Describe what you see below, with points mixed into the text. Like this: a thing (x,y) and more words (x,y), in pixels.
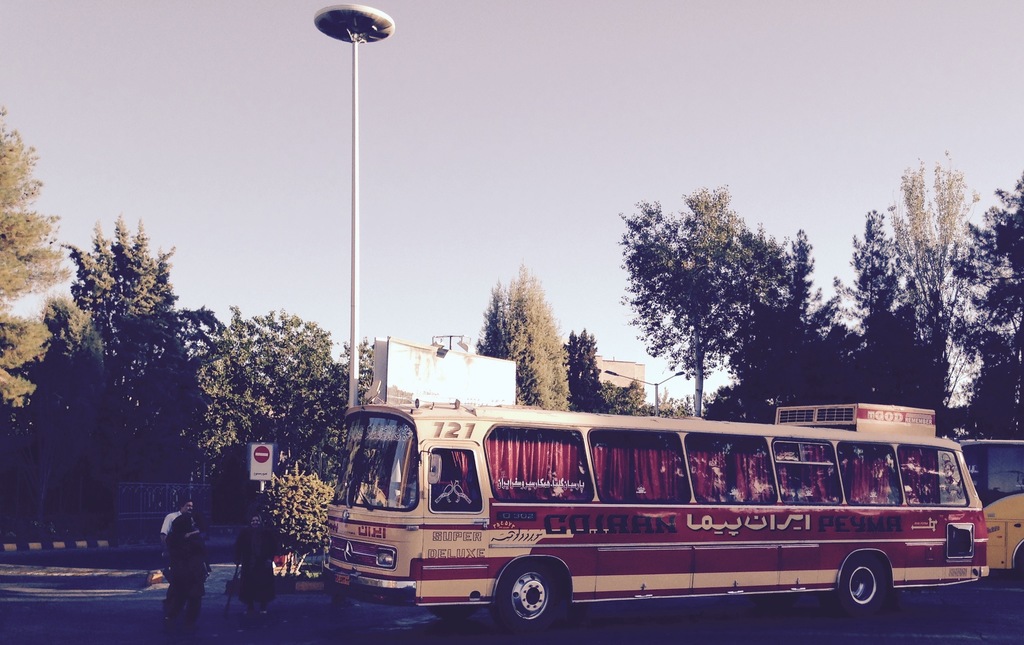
This is an outside view. On right side (757,477), I can see a bus (794,477) and some other vehicle (979,491) on the road (808,625). On the left side (204,528), I can see three persons (177,542) are walking on the road (246,630). In the background (255,395) there are some trees (209,346), poles (353,270) and also I can see a building (621,367). On the top of the image (583,55) I can see the sky (594,24).
